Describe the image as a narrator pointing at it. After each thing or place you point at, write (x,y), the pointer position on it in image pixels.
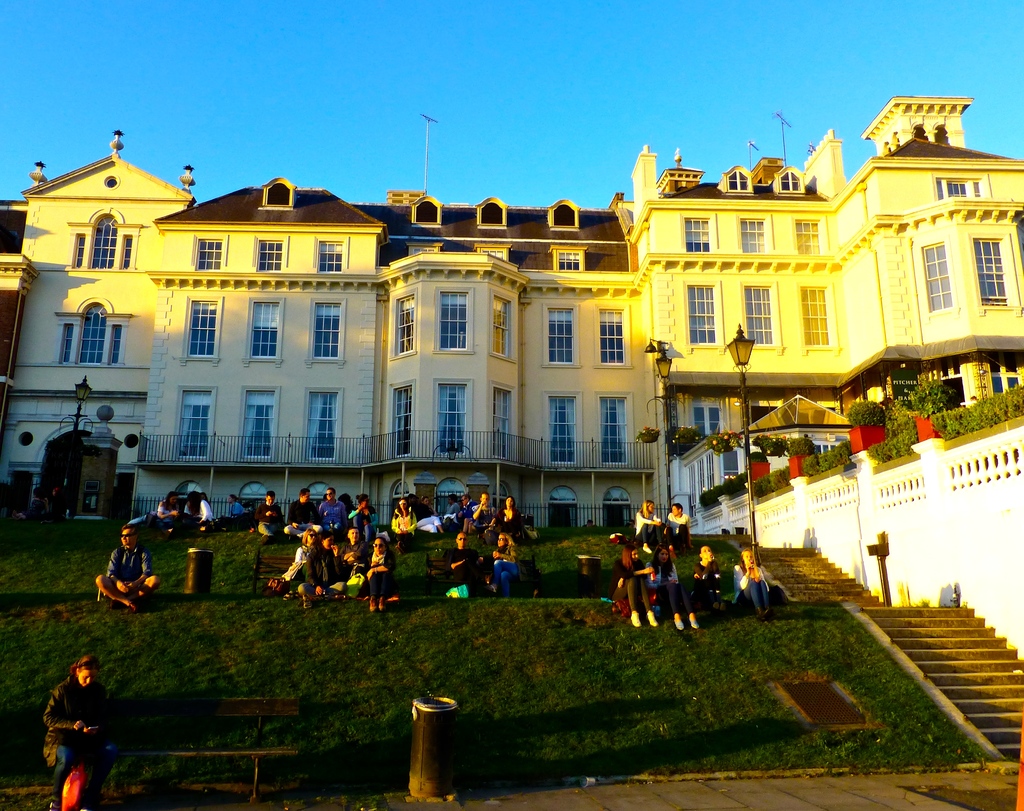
In the image there is a building (663,212) and in front of the building (351,480) there is a park (227,564), many people (206,502) were sitting on the grass (411,621) and on the benches (282,566). Beside them there are stairs (893,618) and behind the stairs (870,594) there are few plants (869,411).
